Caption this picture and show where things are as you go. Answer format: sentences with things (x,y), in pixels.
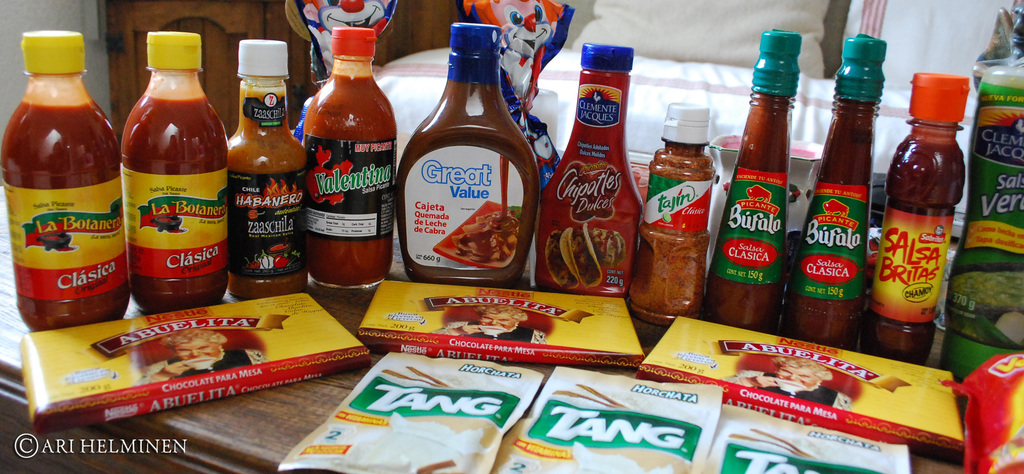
There is a table (240,431) in the picture on which some bottles (300,195) were placed and there are some food items (426,338) and powders (500,398) also placed in front of those bottles (740,220).
